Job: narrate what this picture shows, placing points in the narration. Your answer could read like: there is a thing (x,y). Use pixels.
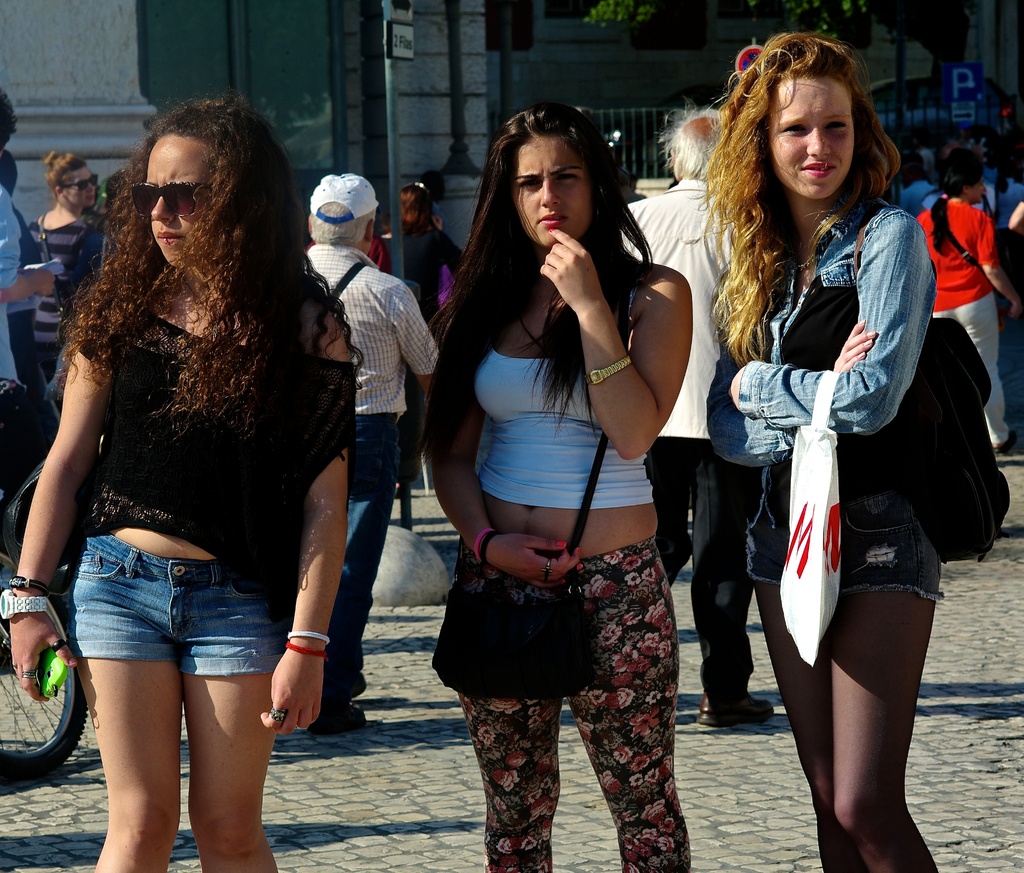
In this picture we can see three girls (620,481) are standing in the front (248,514), in the background (677,438) there are some people (395,293) walking, we can see a tree (859,11), a board (967,85), a building (548,76), fencing panel (596,127) in the background (660,112), at the left bottom (1,622) we can see a tyre (40,752), a girl (785,536) on the right side (948,451) is carrying a backpack (918,452) and a hand bag (796,545).
